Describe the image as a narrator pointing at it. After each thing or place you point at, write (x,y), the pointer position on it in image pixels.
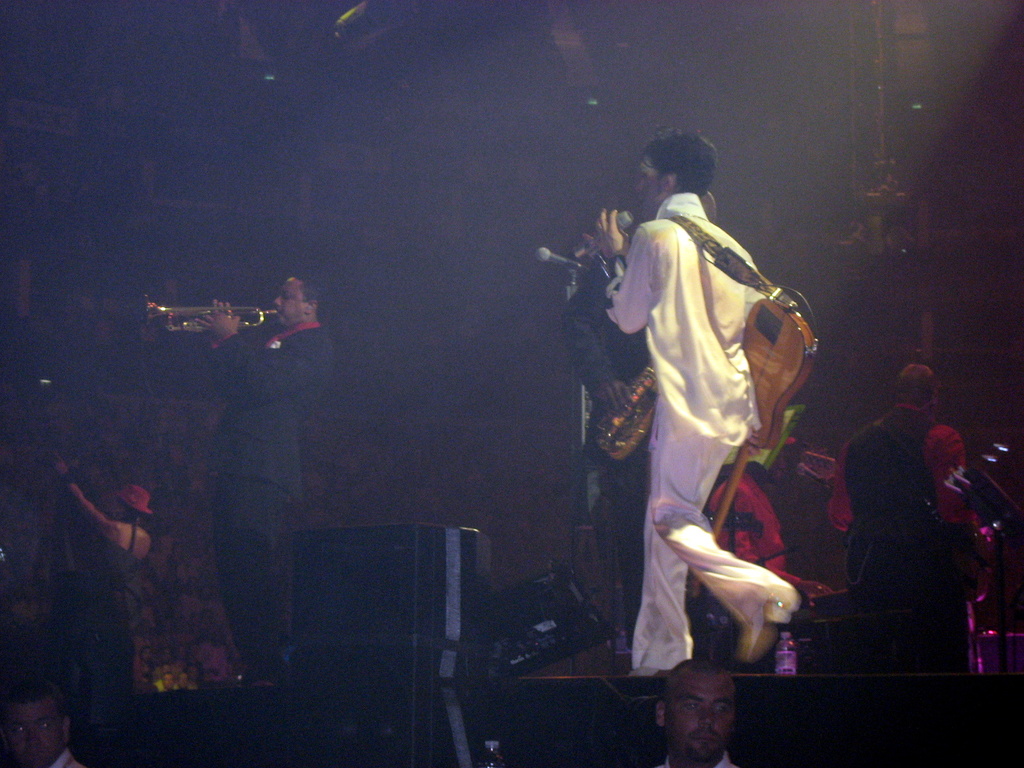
This picture seems to be clicked inside. On the right (697,291) there is a person (691,301) wearing a guitar (779,341), holding a microphone (628,214) and walking on the ground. On the left (248,335) there is another person (281,362) playing trumpet (244,323) and standing on the ground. In the background (958,502) we can see the group of people (627,465) and some other objects (629,398).
